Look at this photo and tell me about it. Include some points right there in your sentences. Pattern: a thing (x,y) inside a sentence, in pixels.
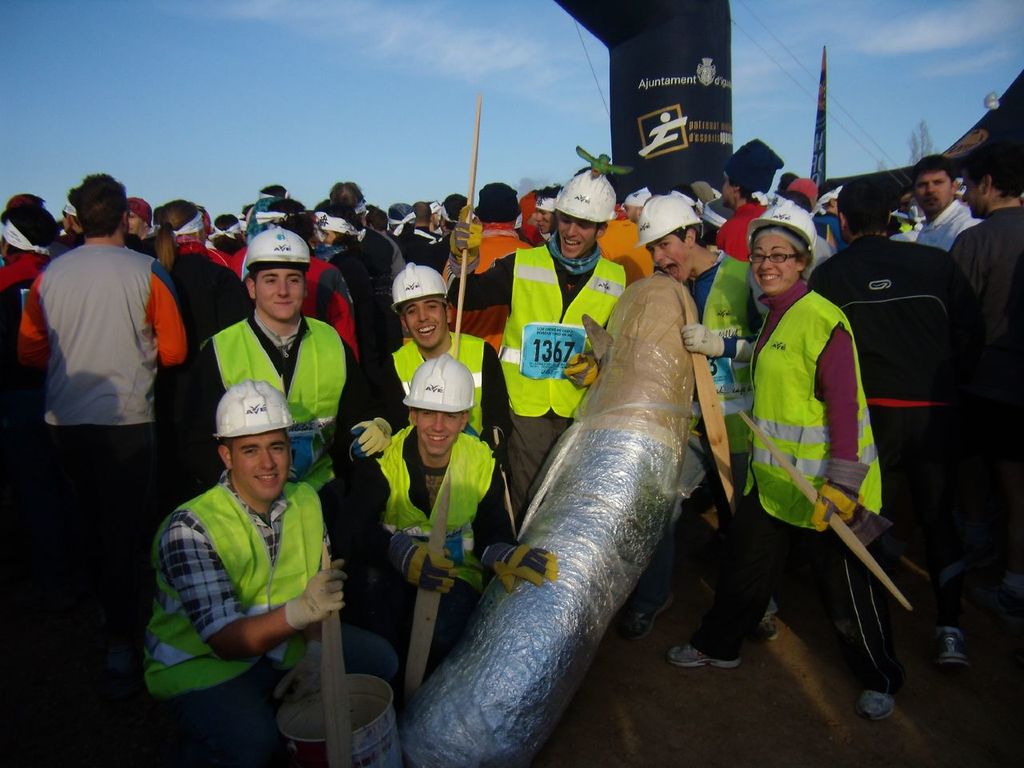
In this image we can see people (377,237) standing and some of them are sitting. They are holding wooden sticks (693,315). There is an object (542,660). In the background (737,33) there is sky (317,54) and we can see a flag (822,78).
